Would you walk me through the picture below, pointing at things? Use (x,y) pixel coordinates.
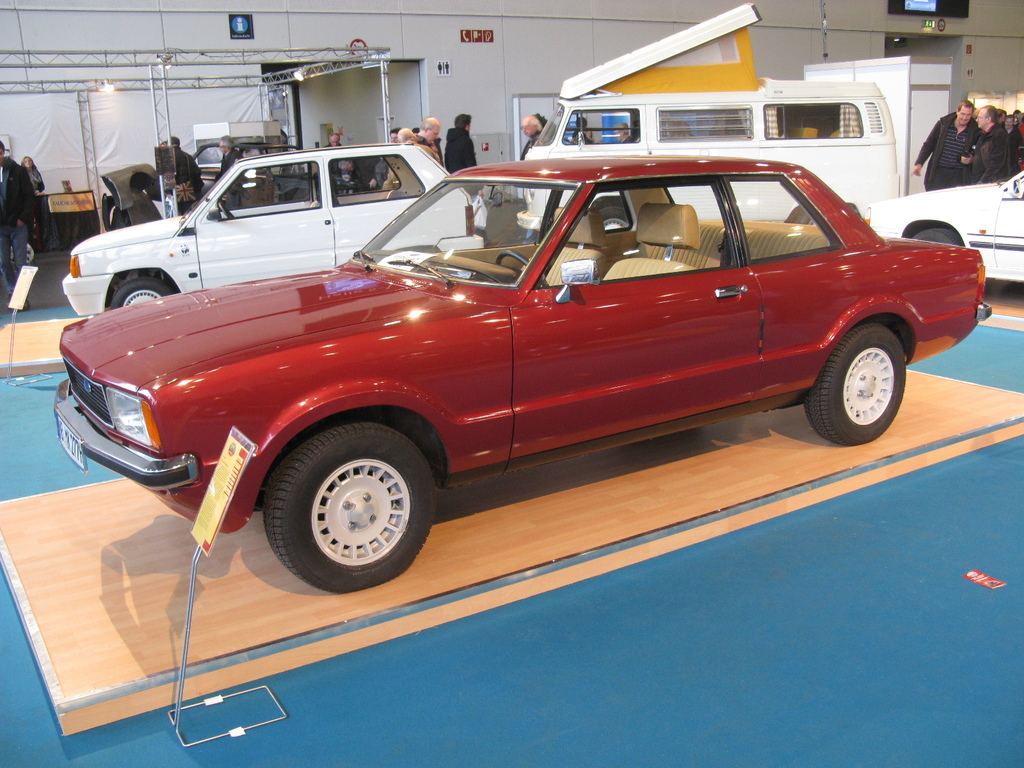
In the image we can see there is red colour car (649,262) which is parked on the wooden plate (400,626) and beside it there is another white colour. Behind the white colour car (370,185) there is a van (792,106) beside it there is another white colour car (985,229). The ground (835,662) is covered with a blue colour mat (45,434). There are lot people (958,106) gathered behind.
